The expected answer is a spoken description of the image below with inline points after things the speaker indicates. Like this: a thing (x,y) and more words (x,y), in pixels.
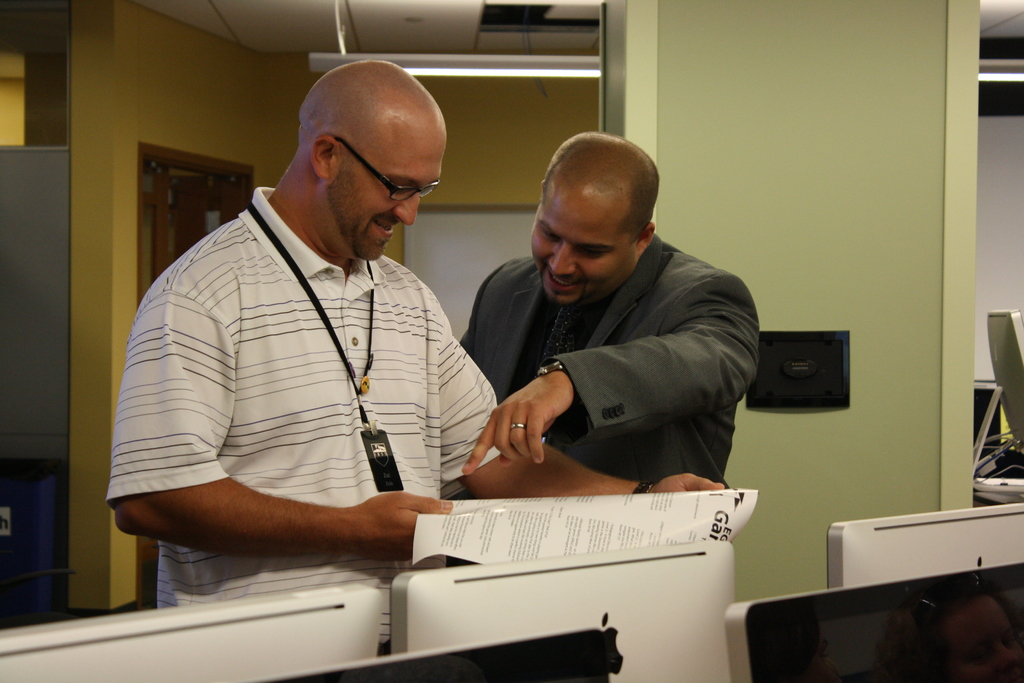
At the top (222,17) we can see the ceiling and a light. In the background (999,103) portion of the picture we can see the wall (272,140), whiteboards (1012,225), door (187,197) and objects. In this picture we can see the men (604,378), staring at a paper (521,511) and discussing. At the bottom portion of the picture (517,599) we can see the devices (991,553) and the reflection (816,624). We can see a pillar (863,144) and an object (827,341).
